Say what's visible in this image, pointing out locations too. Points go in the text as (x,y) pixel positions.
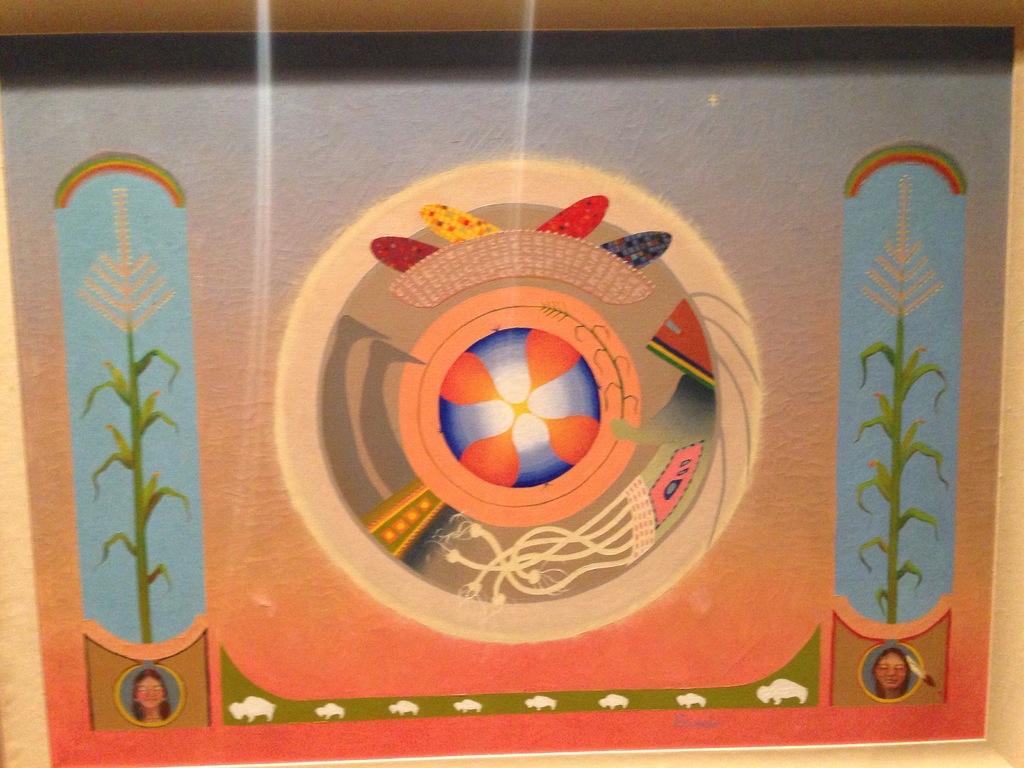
In this image I can see a painting (200,577) on a wall (17,520).
